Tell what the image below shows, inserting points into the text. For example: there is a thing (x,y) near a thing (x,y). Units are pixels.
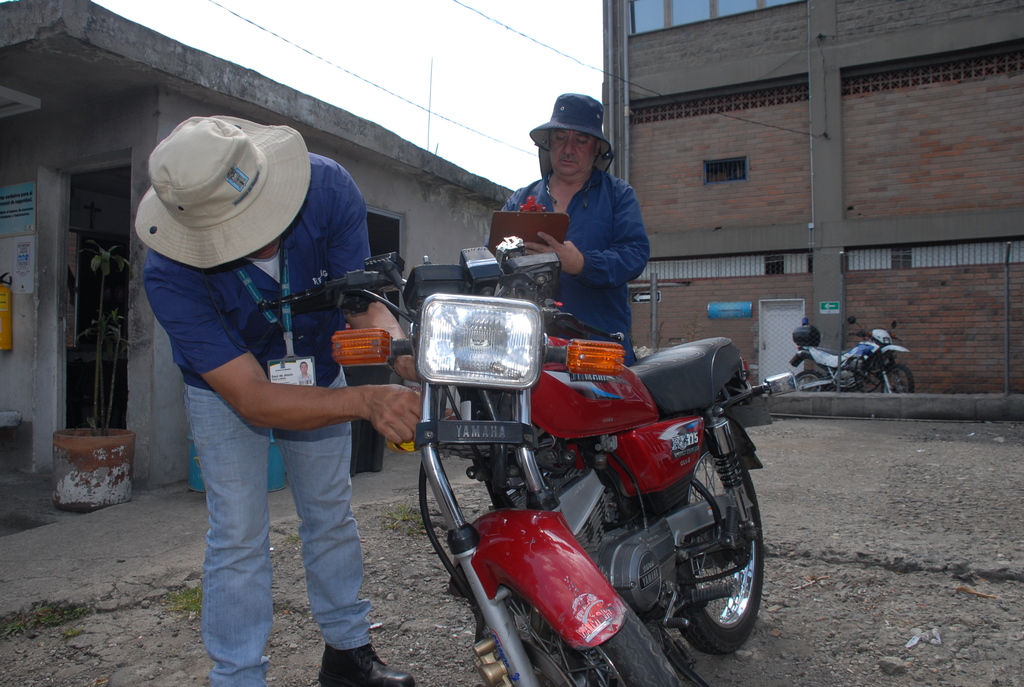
In this picture we can see motor bikes (598,389), two people (293,320) wore caps (197,226) and standing on the ground (162,531), id card (287,378), writing pad (522,209), houseplant (55,435), poster (18,209), buildings (632,69), wires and in the background (498,43) we can see the sky (334,50).
